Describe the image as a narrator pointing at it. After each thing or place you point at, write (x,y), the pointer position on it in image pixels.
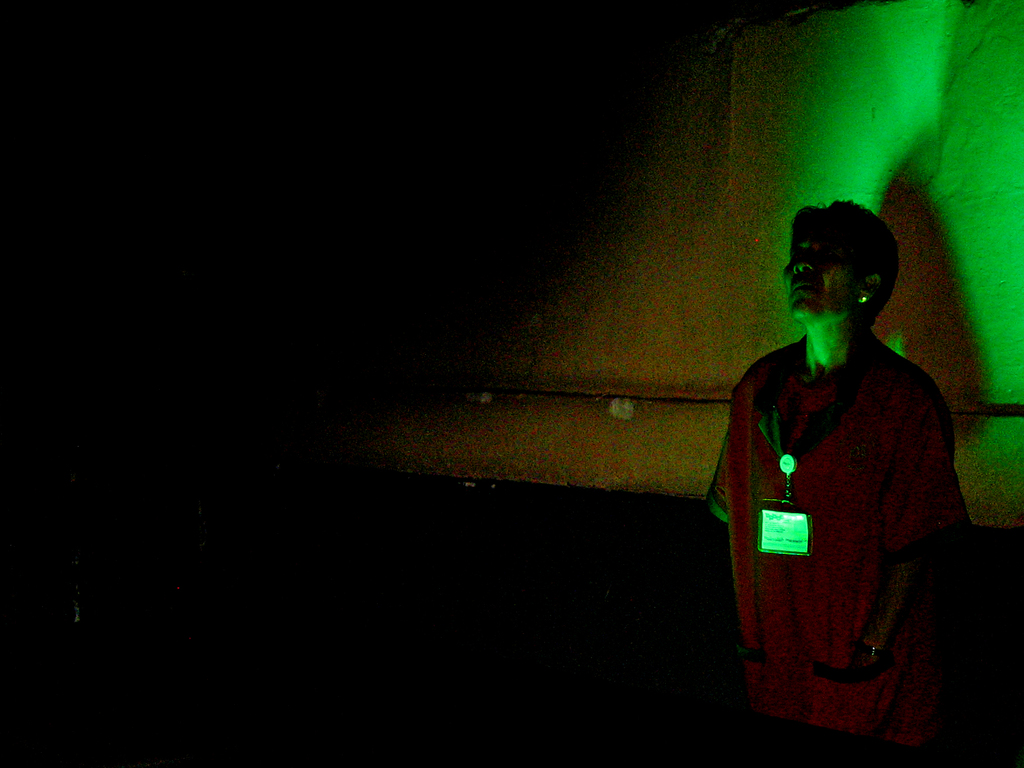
This image is taken during night time. In this image we can see a person (890,415) wearing an identity card (778,543) and standing and behind the person (797,274) we can see the wall (756,181).
